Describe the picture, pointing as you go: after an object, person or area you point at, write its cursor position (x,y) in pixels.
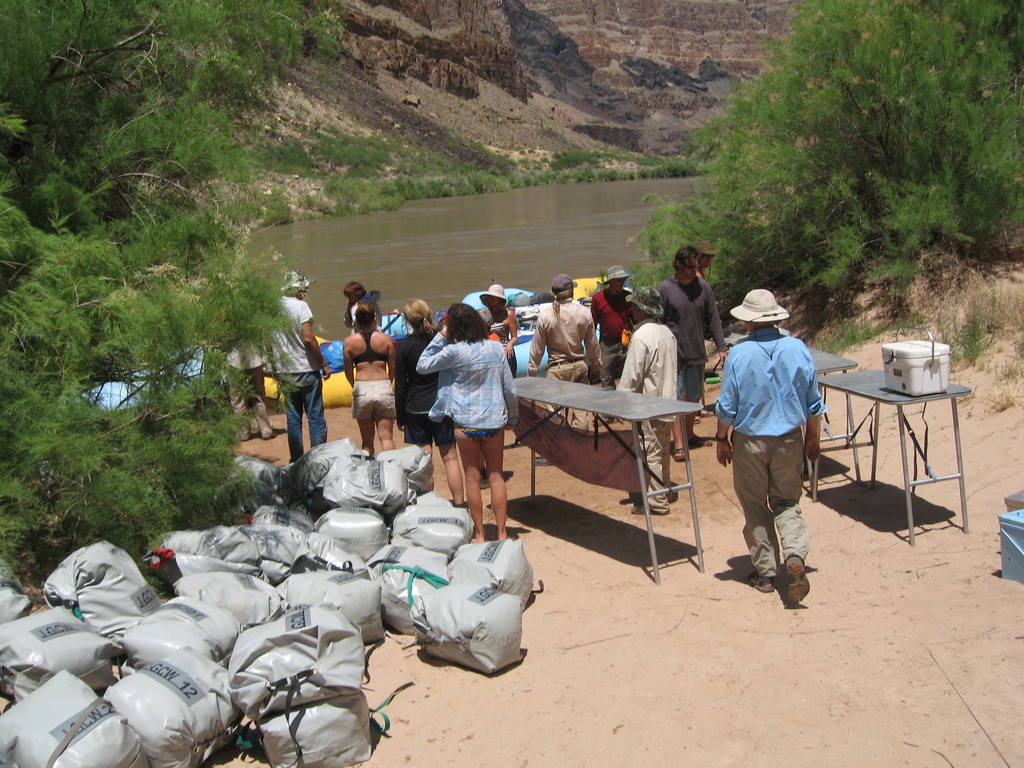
In this picture there are people (294,423) in the center of the image (662,337) and there is water (305,242) in the center of the image (464,273), there are trees (724,130) on the right (799,209) and left side of the image (29,24), there are bags (240,634) in the bottom left side of the image (186,610).
